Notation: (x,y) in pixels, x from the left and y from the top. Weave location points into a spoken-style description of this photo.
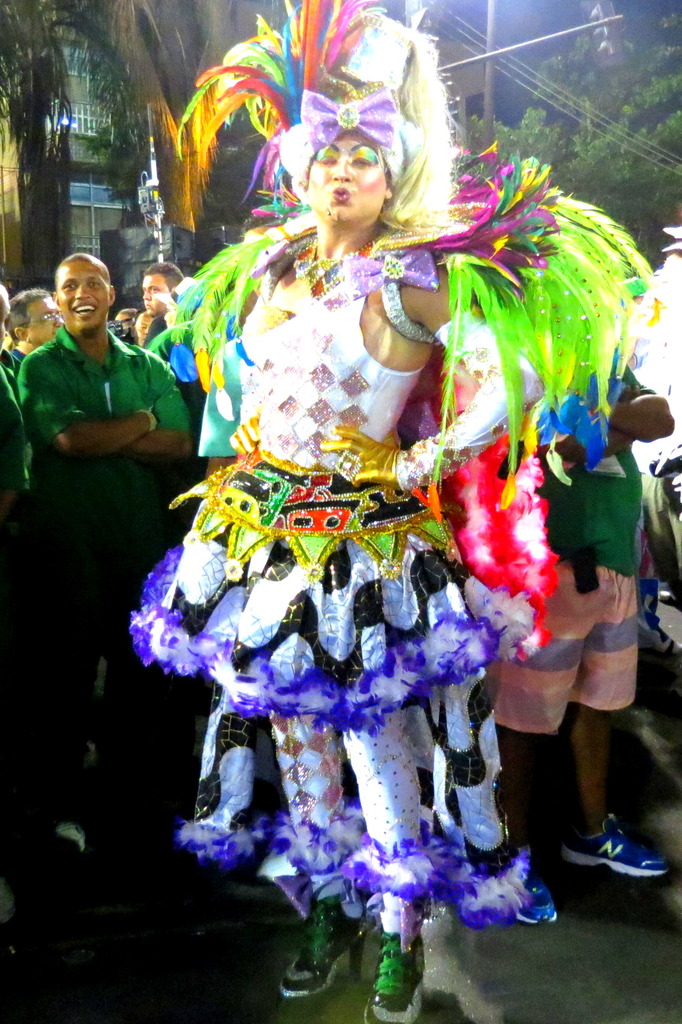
In this image we can see group of people (261,641) standing on the ground (246,958). One person (327,930) is wearing a costume (269,407) with colorful feathers (251,60) on it. In the background (675,185) we can see a group of trees (133,45), poles (536,42), building (11,211) and the sky (522,38).
